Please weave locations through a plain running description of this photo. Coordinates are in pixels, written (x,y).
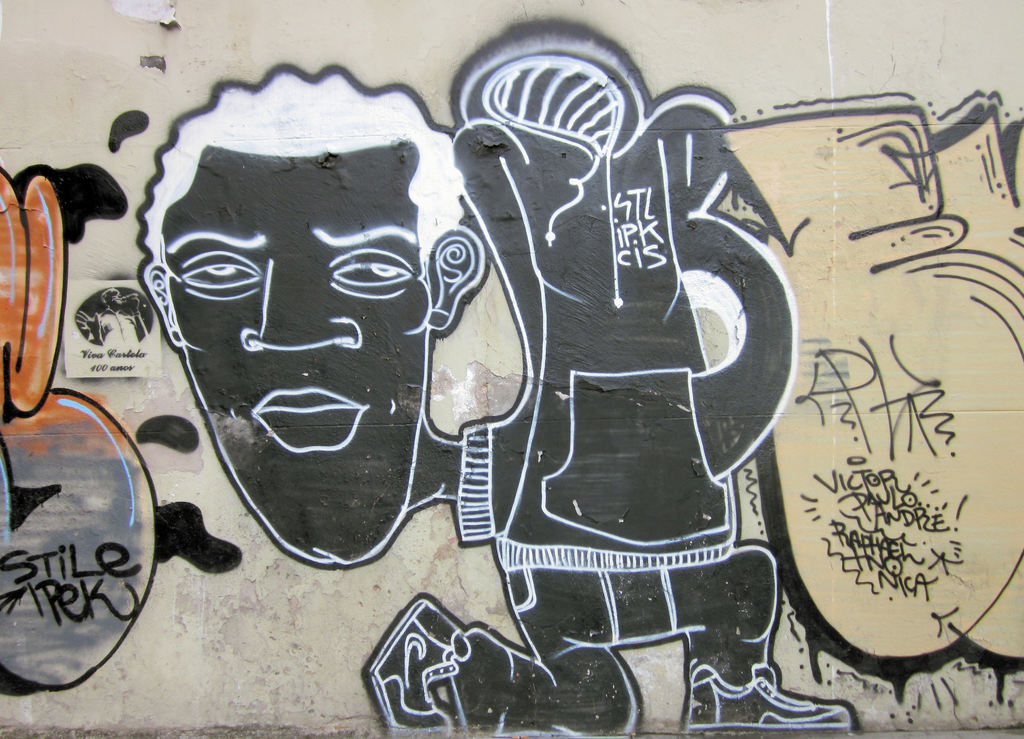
In this image I can see different types of paintings (483,270) on the wall (368,412). I can also see something is written on the wall (500,309).
